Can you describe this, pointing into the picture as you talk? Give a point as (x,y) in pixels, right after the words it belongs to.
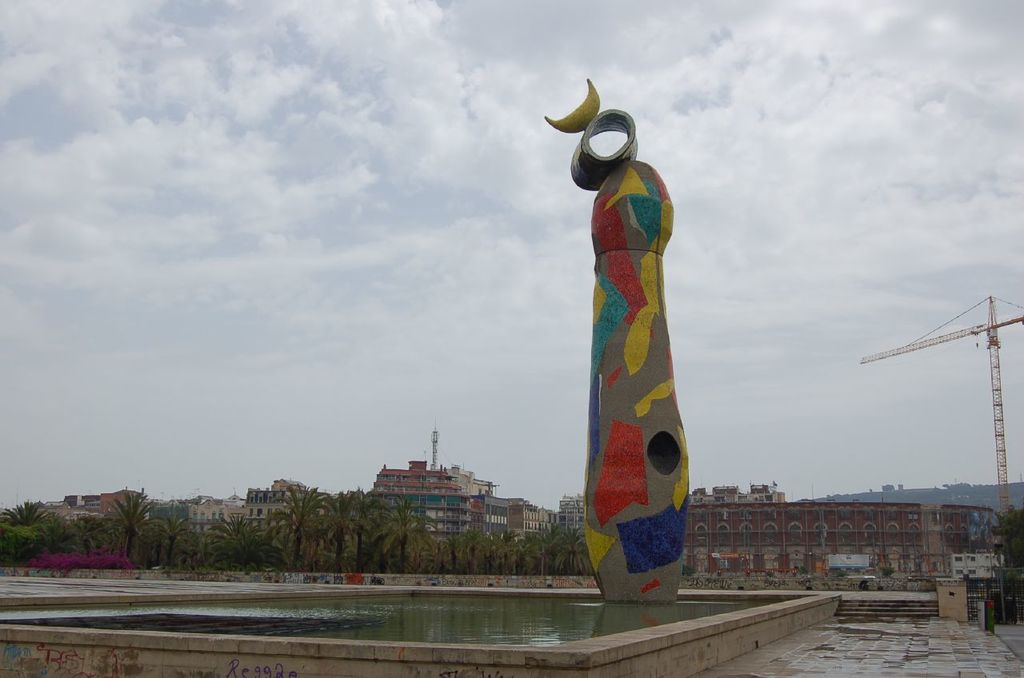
In the middle of the picture (610,333), we see the sculpture (658,387). Beside that, we see water (311,619) and this water (325,598) might be in the pool (435,627). In the right bottom (856,642), we see the pavement (891,629) and the staircase (880,601). On the right side (995,327), we see a tower (991,312). There are trees (287,507), buildings (435,511) and a tower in the background (423,507). At the top (219,217), we see the sky (184,252) and the clouds (213,130).
